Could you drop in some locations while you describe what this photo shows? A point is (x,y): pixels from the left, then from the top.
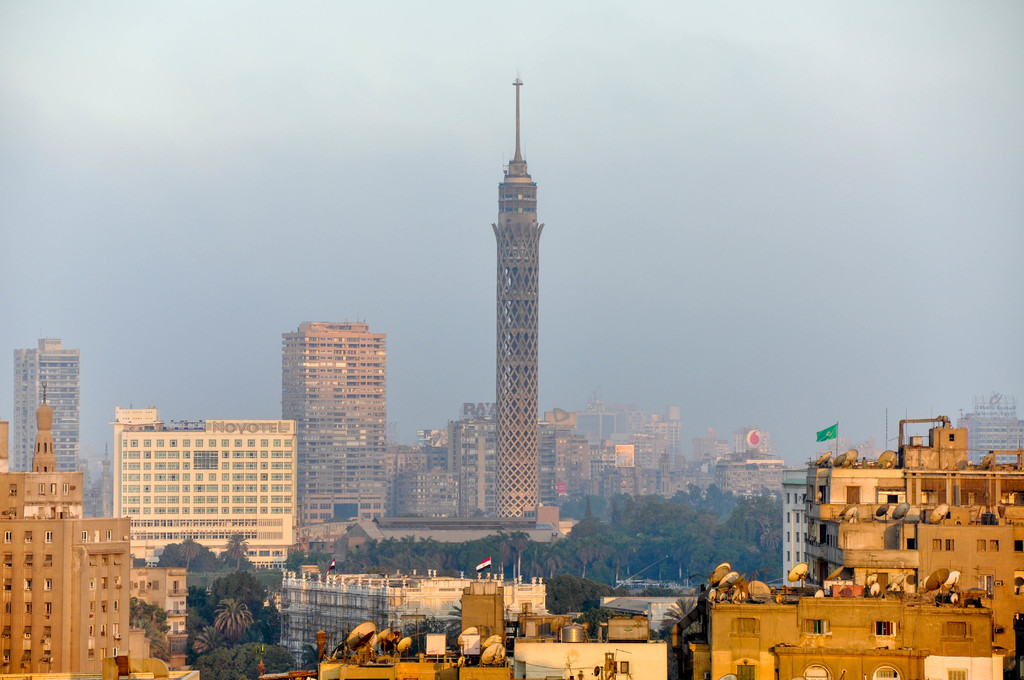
This image consists of buildings (957,551) and skyscrapers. On the right (830,496), we can see a flag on the building (827,475). At the top (325,141), there is a sky (339,139). At the bottom (257,594), there are trees (642,548).
